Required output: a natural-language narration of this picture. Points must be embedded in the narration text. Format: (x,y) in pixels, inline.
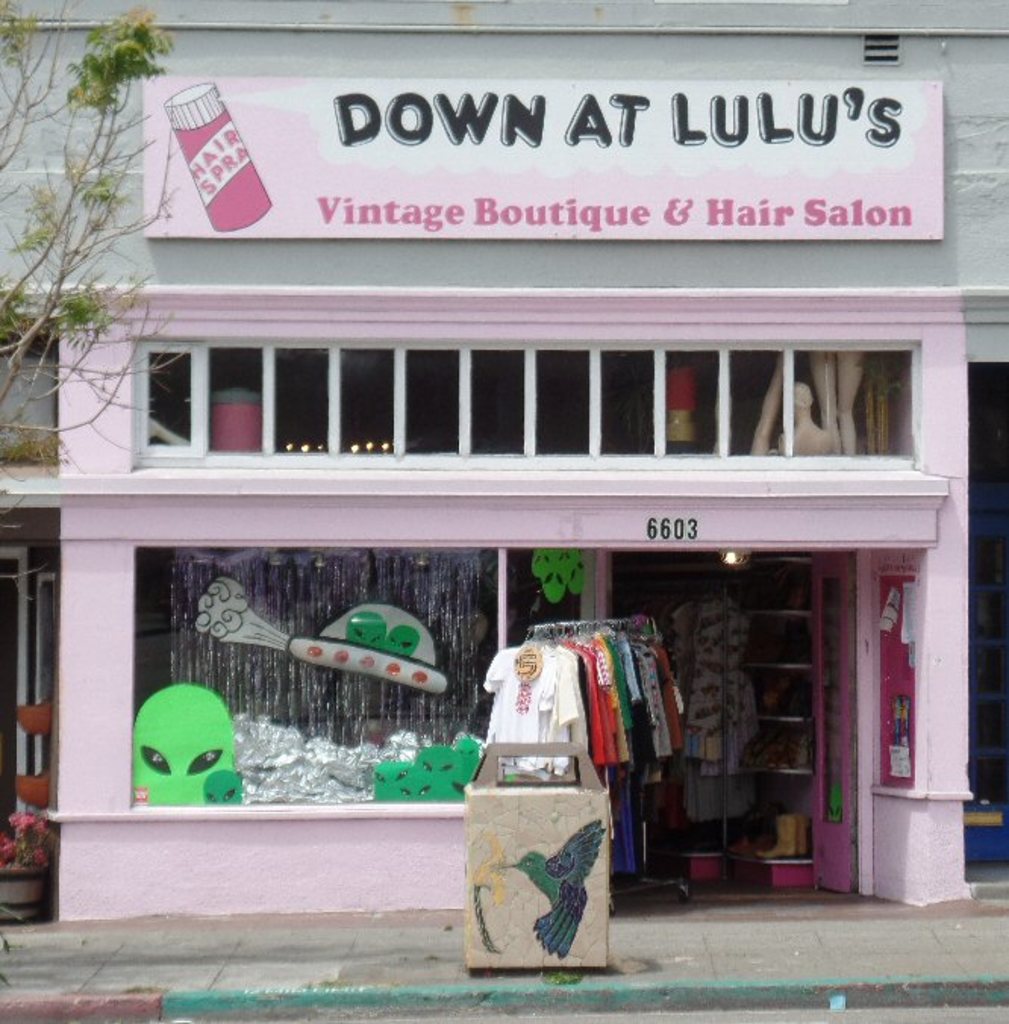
In this image in the center (665,681) there are clothes (602,703) hanging and there is a building (460,379) with some text (571,223) written on the top of the building (626,173). On the left side (53,287) there is a tree (69,262) and there are flowers (7,839).
